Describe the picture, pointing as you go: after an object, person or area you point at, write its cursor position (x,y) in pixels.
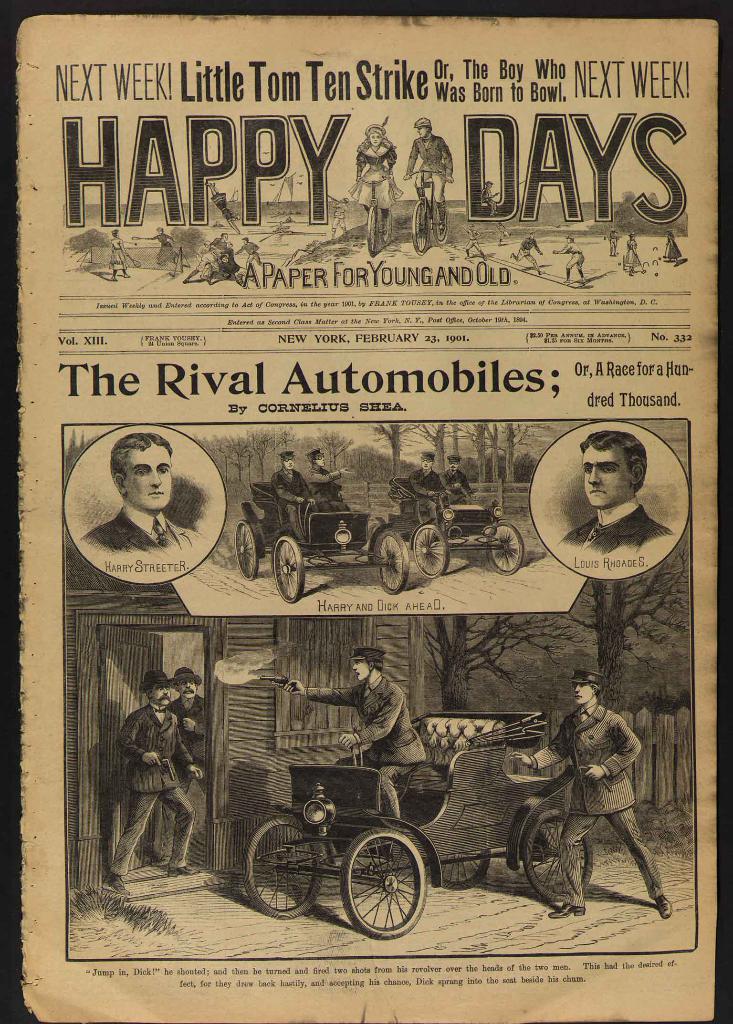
In this image I can see a poster (393,441). On the poster (378,583) I can see photos (387,748) of vehicles (366,808) and people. I can also see something written on it.
